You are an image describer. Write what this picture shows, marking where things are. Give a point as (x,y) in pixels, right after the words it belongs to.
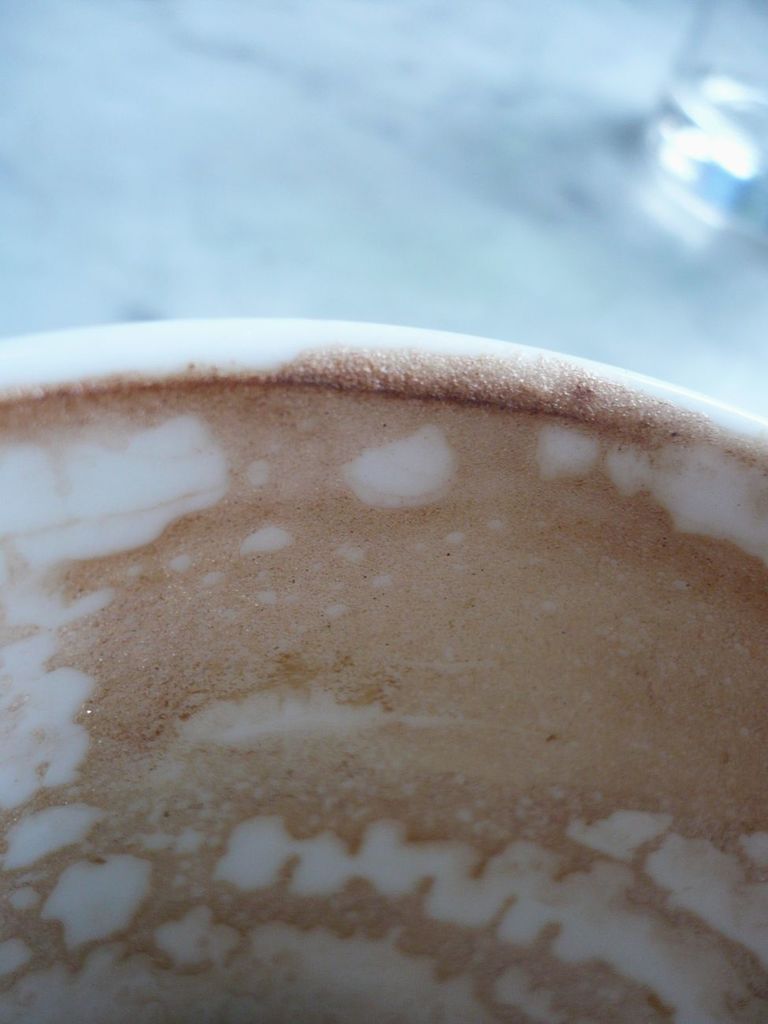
In this image in front (335,409) there is a coffee (320,545) in the cup (79,364). Beside the cup (320,455) there is a glass (738,208) on the white color surface (369,163).
